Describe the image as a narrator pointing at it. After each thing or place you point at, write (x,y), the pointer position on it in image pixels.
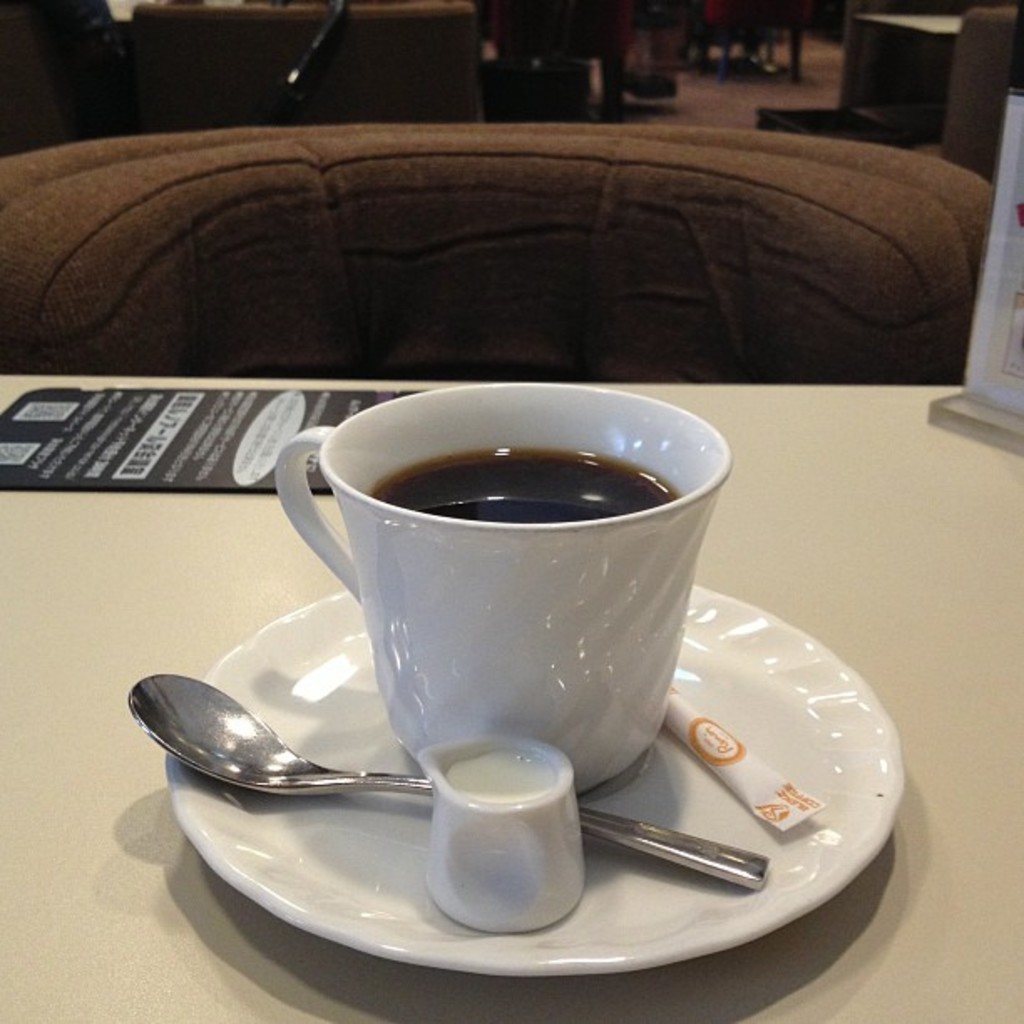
Here we can see a cup (550,650) of coffee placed on a saucer (676,777) and there is a spoon (338,782) present and all of them are placed on a table (370,385) and there is a pamphlet (218,395) present here.
